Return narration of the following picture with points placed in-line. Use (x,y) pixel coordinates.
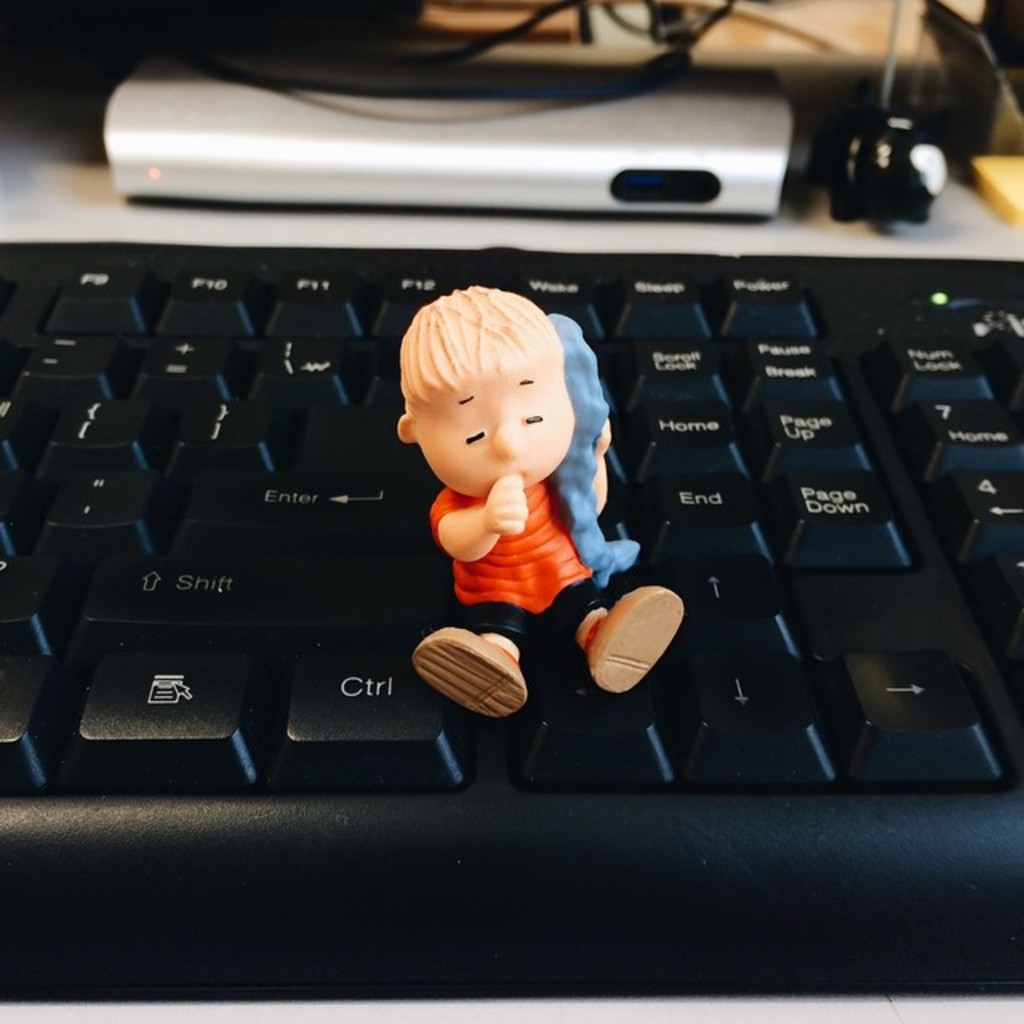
Here I can see a table (203,234) on which a keyboard (332,315), a device (479,171) and cables (769,23) are placed. On the keyboard (779,619) there is a toy (511,544).
